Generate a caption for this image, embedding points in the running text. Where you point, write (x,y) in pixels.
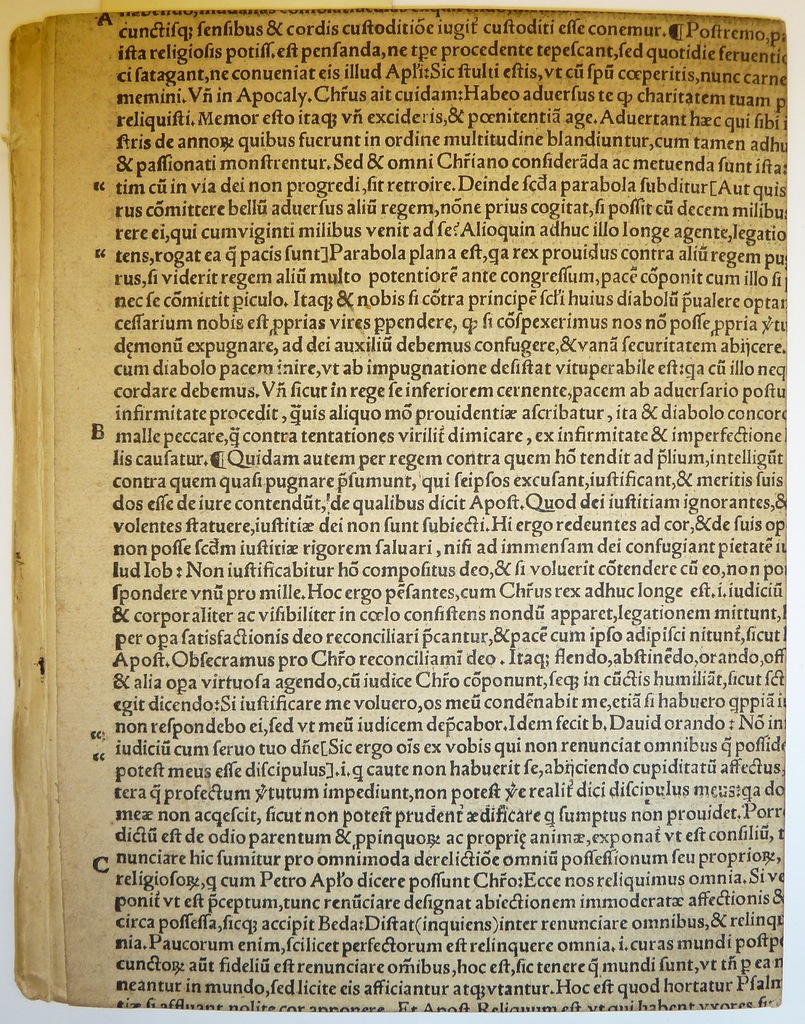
In this image there is a page (586,669) of a book (177,561), on that there is text (312,597).
